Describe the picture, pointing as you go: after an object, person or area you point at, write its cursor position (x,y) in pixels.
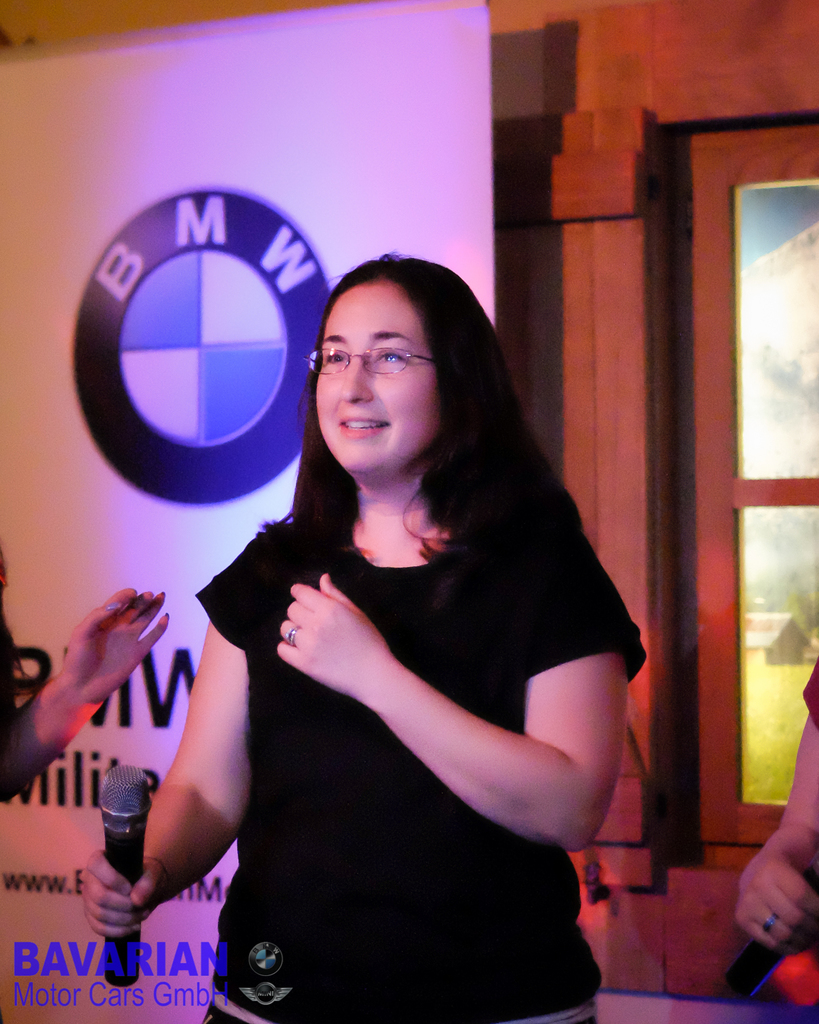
In this picture there is a woman (421,666) who is wearing a black top (341,704). She is wearing a spectacle (381,362) on her eyes (391,362) and is holding a microphone (126,839) in her hand (119,920). On to the left (40,721) there is a person (30,715) and to the right (771,865) there is also another person (799,839). At the background (127,355) there is a banner (121,287) in which there is a logo (202,264) BMW is there.
